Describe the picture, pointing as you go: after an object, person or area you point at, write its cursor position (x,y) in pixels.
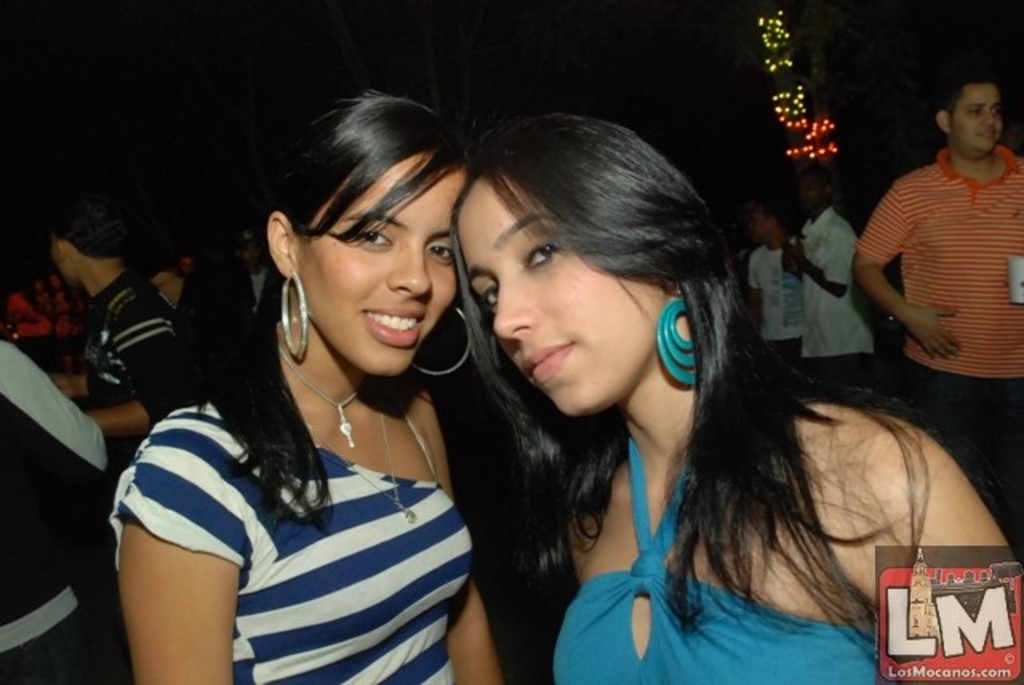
In front of the picture, we see two women (577,445) are standing. They are smiling and they are posing for the photo. On the left side (223,316), we see the people (56,309) are standing. On the right side (907,262), we see a man (985,302) in the orange T-shirt (953,277) is standing and he is holding a white color object (1018,266) in his hand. Behind him, we see two men (775,278) in the white shirts (854,336) are standing. In the background (827,145), we see the lights (819,119). At the top (539,110), it is black in color. This picture might be clicked in the dark.
